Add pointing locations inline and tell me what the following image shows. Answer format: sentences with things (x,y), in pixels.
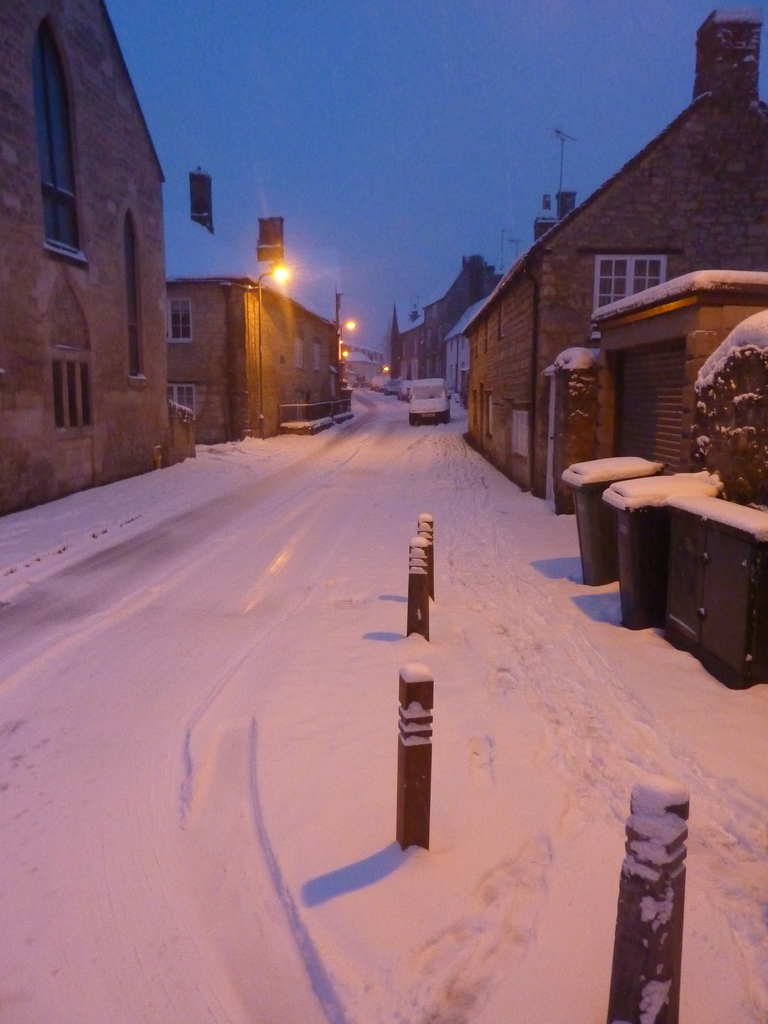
In this image we can see a road (273,677). On the road (307,605) there is snow (342,507). In the back (422,416) there is a vehicle (428,407). Also there are poles (641,885). On the sides of the road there are buildings (520,301) with windows (83,388). Also we can see lights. In the background (435,15) there is sky (568,100).
